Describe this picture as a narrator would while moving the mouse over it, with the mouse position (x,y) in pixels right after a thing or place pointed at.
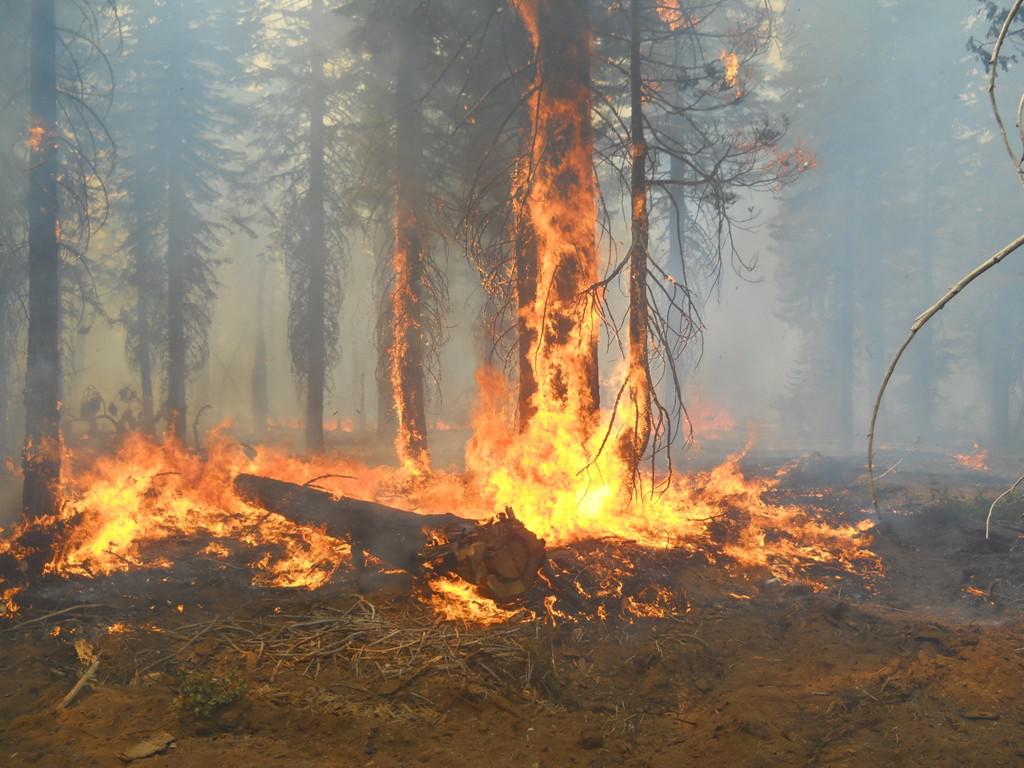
In this image, we can see fire (539,516), there are some trees (493,210).
